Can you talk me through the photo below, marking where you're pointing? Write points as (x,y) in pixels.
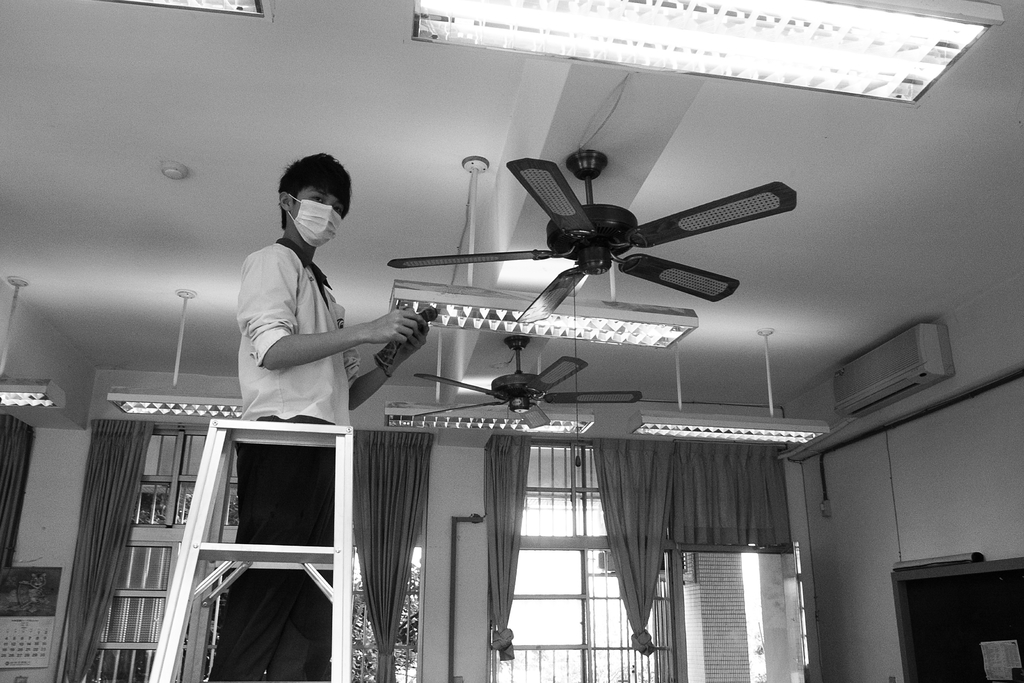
In this image, we can see a person (339,327) on the ladder (317,438) wearing clothes (294,276) and mask (316,209). There are fans (630,218) and lights (555,39) on the ceiling (850,336). There is an AC (903,377) on the wall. There are curtains (397,541) on the window (157,520).
